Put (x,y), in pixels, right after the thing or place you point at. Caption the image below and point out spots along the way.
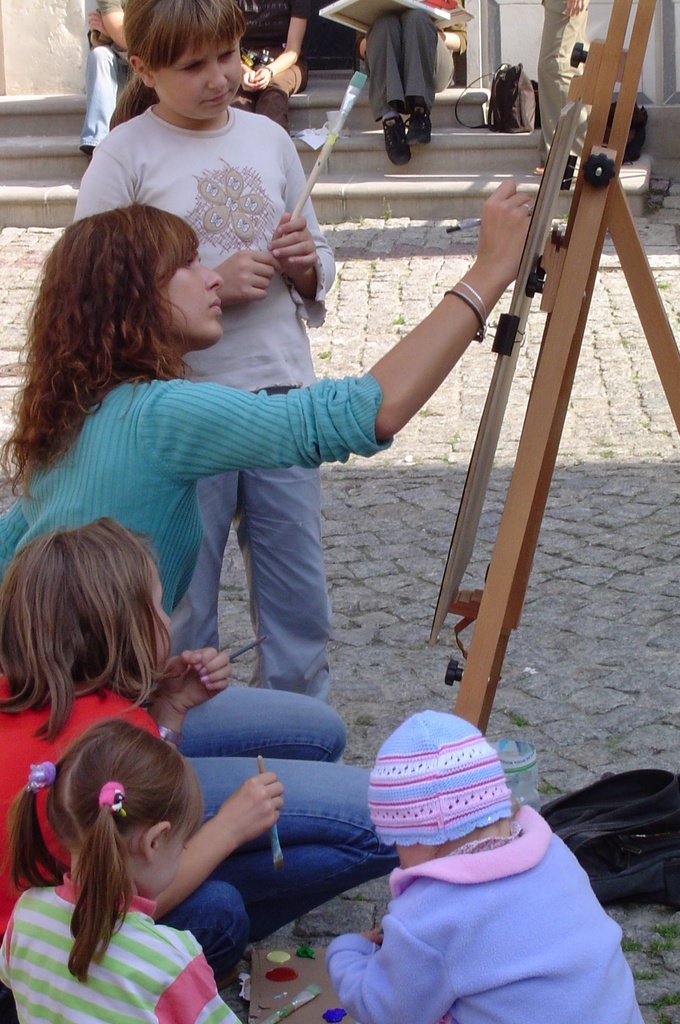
In this image I can see there is a stand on the ground (378,285) and a board (533,260) attached to the stand (547,392). And there are few persons (482,228) standing and few (298,881) are sitting. And there is a brush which hold by the person (275,764) and there is a paint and the board (429,8) hold by a person (413,66). And there are stairs (64,166), Bags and a wall (22,11).
